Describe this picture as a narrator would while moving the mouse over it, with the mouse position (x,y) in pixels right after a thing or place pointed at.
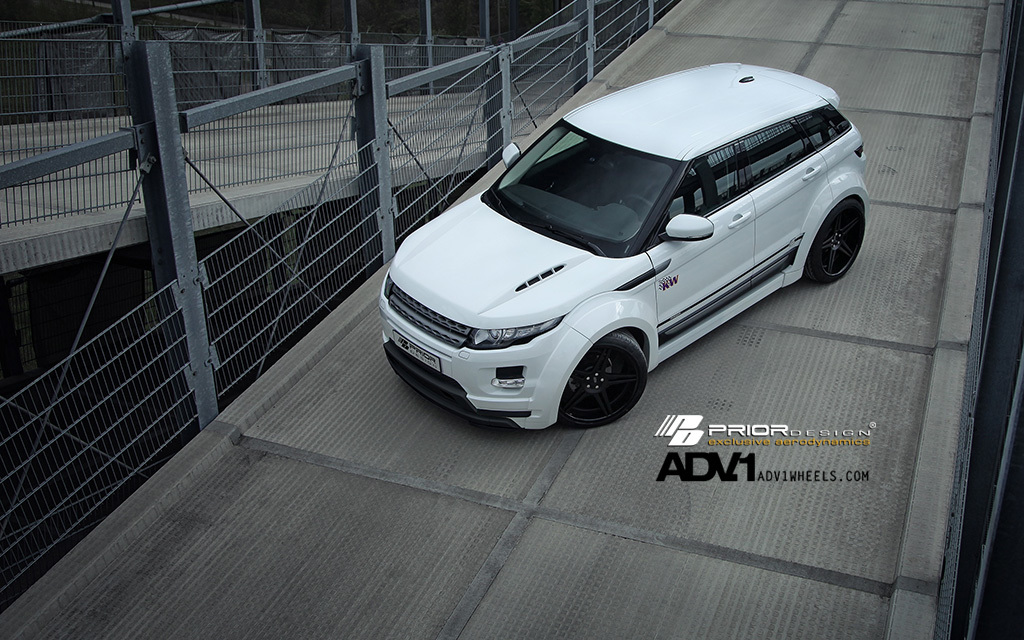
In this picture we can see a white color car (651,265), there are two bridges (87,248) in the front (164,192), we can see fencing (281,209) on the left side (275,240), there is some text (688,460) on the right side (728,464).
